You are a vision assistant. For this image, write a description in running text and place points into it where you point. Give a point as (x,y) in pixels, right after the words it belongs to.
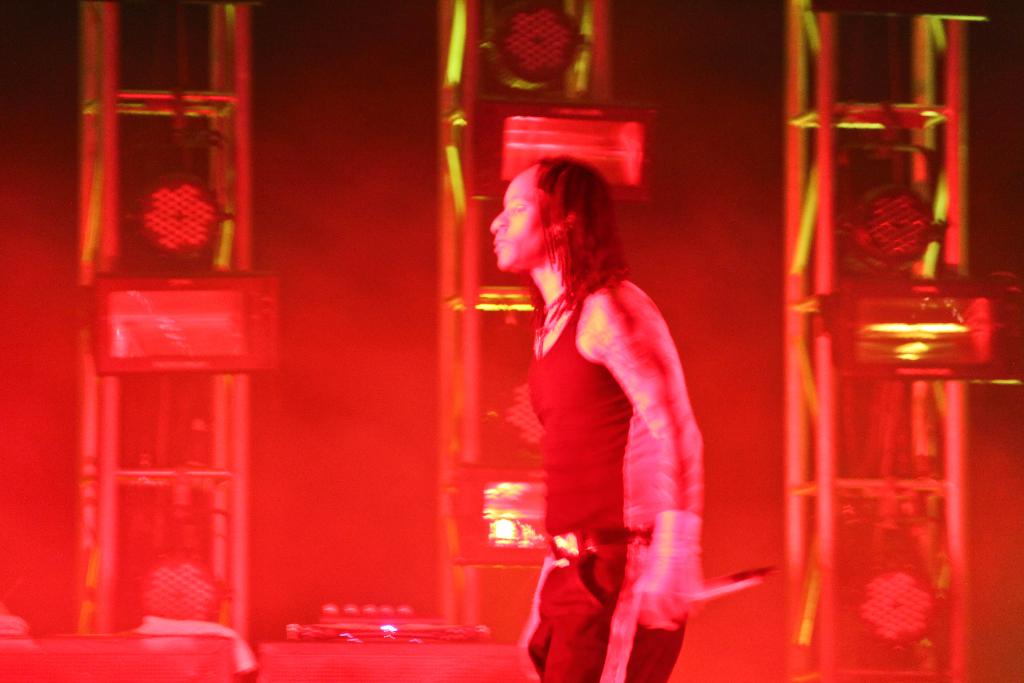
There is one man (666,473) standing and holding a mic (720,589) at the bottom of this image (617,618). We can see pillars (95,257) in the background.
